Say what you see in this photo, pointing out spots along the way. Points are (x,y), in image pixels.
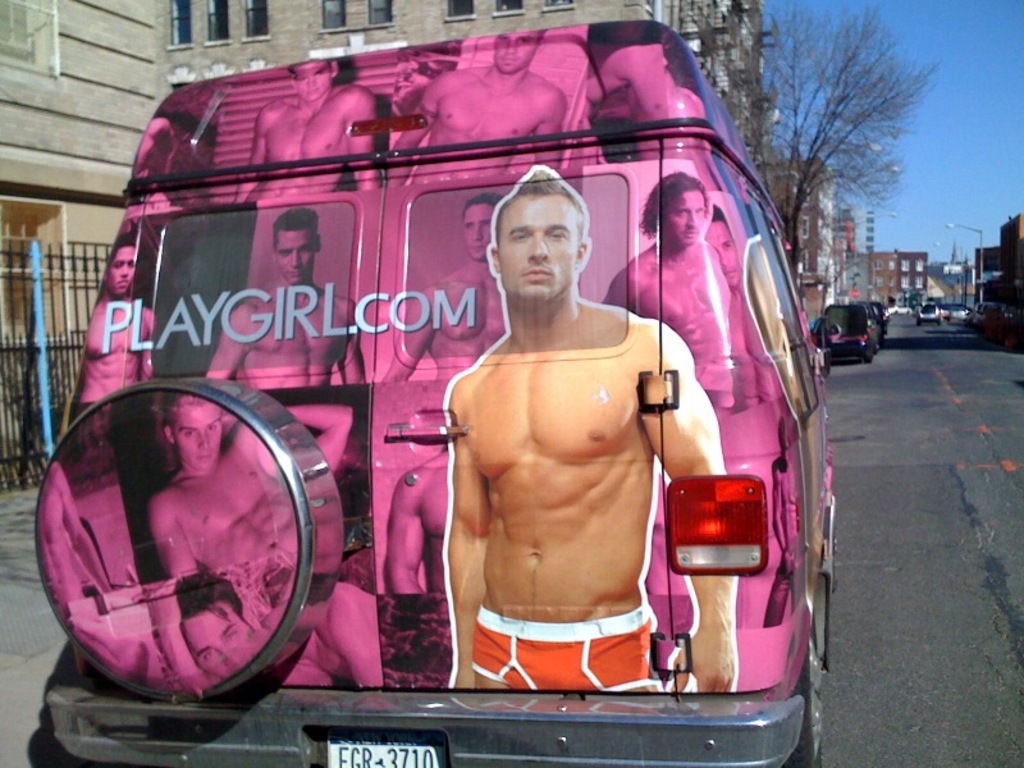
In this image there are vehicles (858,314) on a road (842,700), on one vehicle (388,512) there are pictures (494,258) of men (563,199) and text (362,316), in the background (848,253) there are buildings (960,266), light poles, trees (816,144) and the sky (977,50).
